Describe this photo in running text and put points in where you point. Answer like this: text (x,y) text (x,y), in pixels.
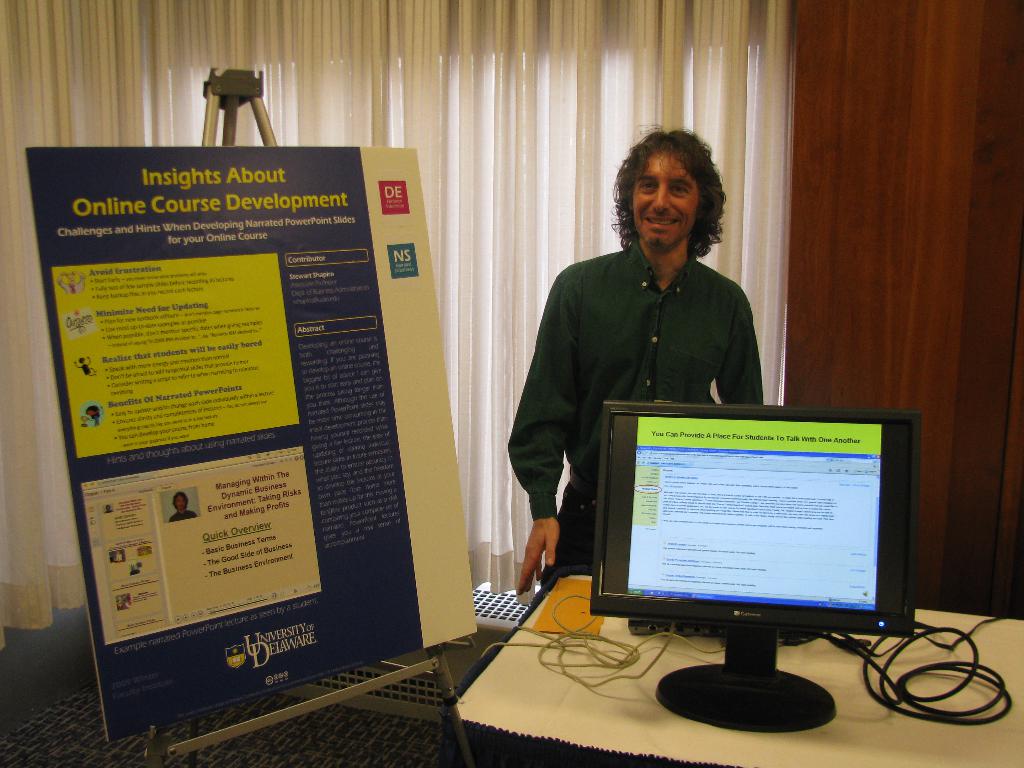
In this image we can see a man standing beside a table (611,721) containing a monitor (676,683), paper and some wires (545,666) on it. On the left side (257,603) we can see a board (159,710) on a stand (336,693) with some text (244,617) on it. On the backside (547,211) we can see the curtains (652,126).
